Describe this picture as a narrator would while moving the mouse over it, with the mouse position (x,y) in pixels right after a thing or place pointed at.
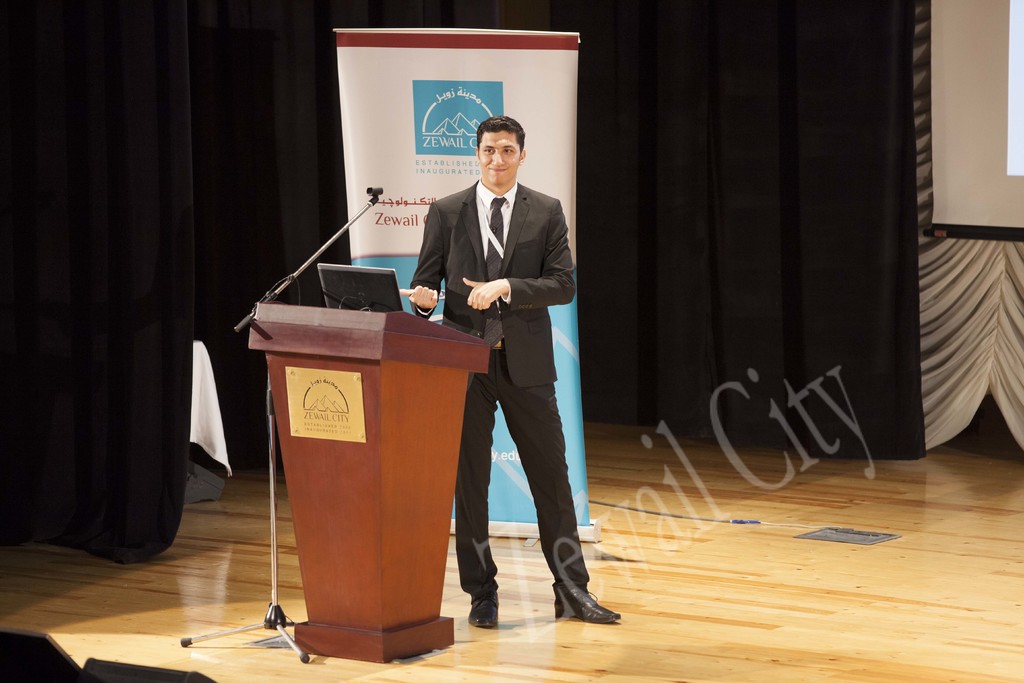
In the center of the image (476,419) there is a person (509,171) wearing suit (453,264) and standing near a podium (419,446). There is a laptop (369,281) on the podium (326,352). There is a mic stand (312,261). In the background of the image (716,87) there is black color curtain (106,96). There is a banner (379,100). At the bottom of the image (694,633) there is wooden flooring (620,638).
